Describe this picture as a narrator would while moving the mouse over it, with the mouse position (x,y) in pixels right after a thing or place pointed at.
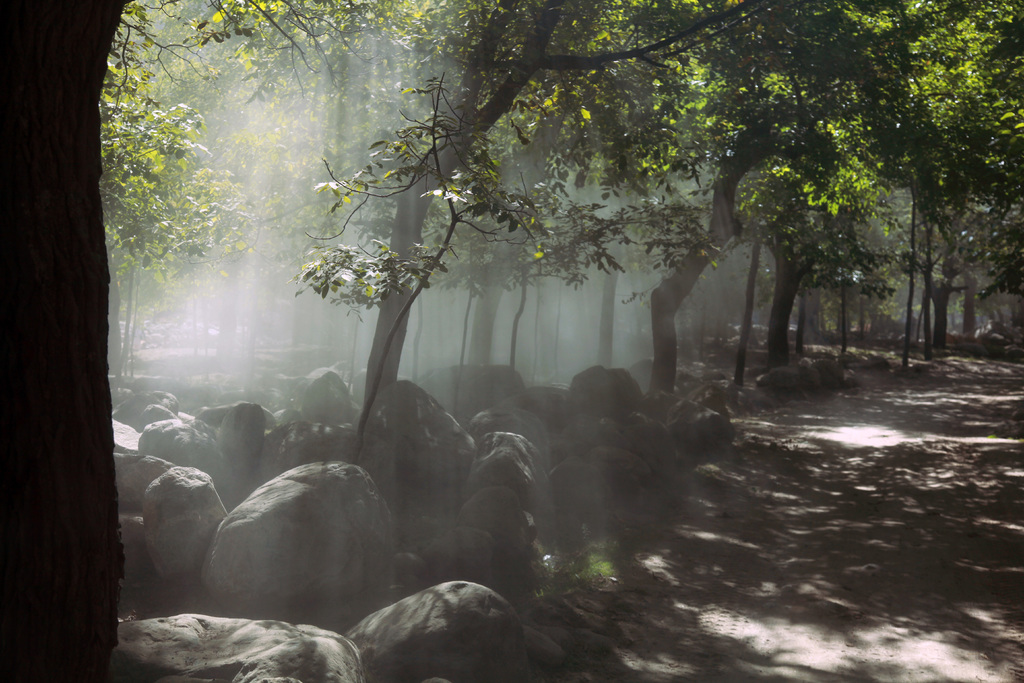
In this picture there are rocks (352,456) at the bottom side of the image (453,489) and there are trees (240,216) in the background area of the image (369,244).
